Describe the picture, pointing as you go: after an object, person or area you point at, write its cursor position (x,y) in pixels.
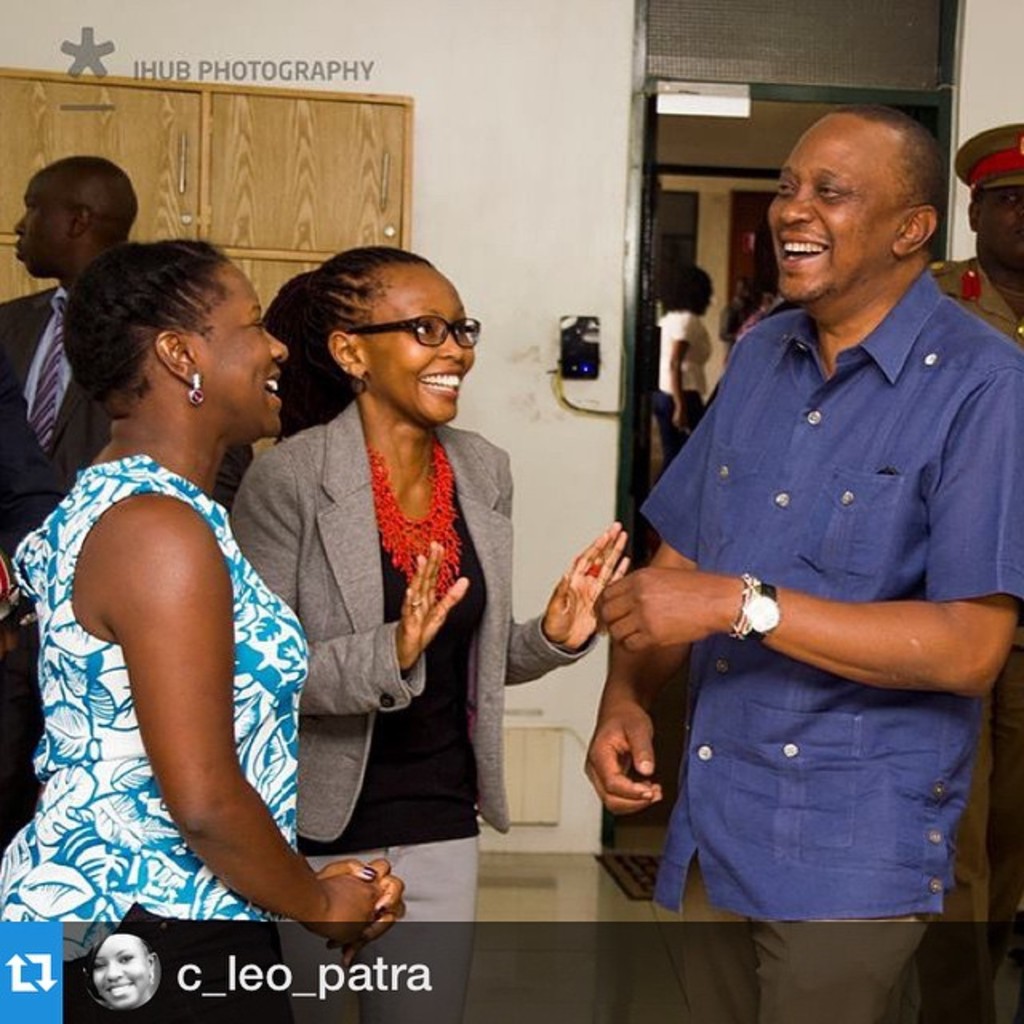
In this image we can see a man (787,483) and two women (416,504) standing and smiling. We can also see two men (974,197) in the background (48,230). There is also a wooden shelf (308,173), wall (494,0) and also an entrance (707,215) to access to another room (717,204). We can also see the mat (634,864) on the floor (579,875). At the top (365,59) there is text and at the bottom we can also see the text (225,962).
